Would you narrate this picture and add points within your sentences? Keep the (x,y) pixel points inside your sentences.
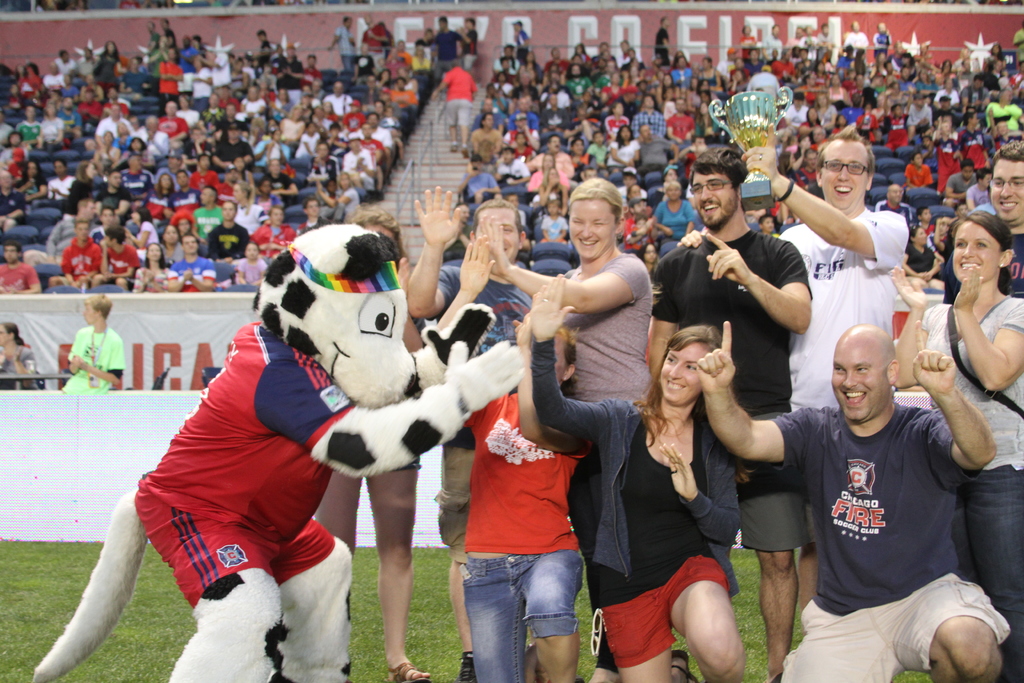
In this image we can see a group of persons (523,525) in the foreground (415,471). Behind the persons (365,436) we can see a wall (188,354) on which there is a banner (175,380) with text (205,354). There are groups of people (555,152) sitting in a stadium (223,199). In the middle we can see the stairs (383,206) and barriers (426,132). At the top (324,49) we can see a wall (314,23) with text (678,37). A person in the foreground (838,144) is holding an object (764,125).
